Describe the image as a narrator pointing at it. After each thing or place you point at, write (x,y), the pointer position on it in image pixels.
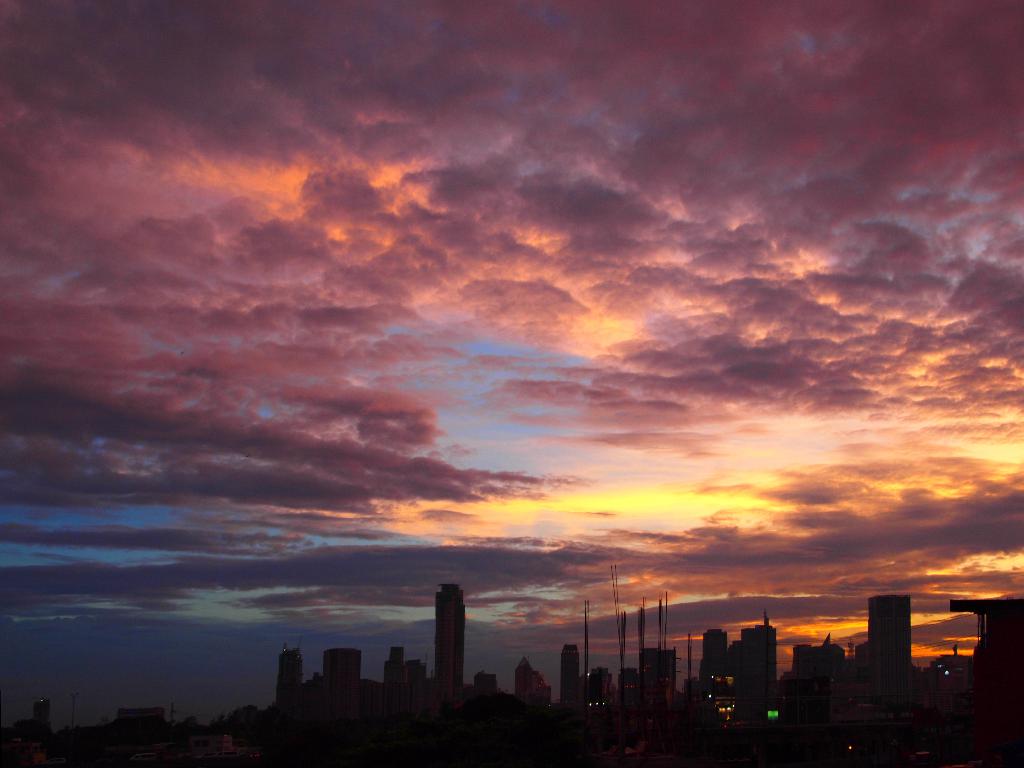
In this image I can see cloudy sky (462,159) and number of buildings (991,632).
